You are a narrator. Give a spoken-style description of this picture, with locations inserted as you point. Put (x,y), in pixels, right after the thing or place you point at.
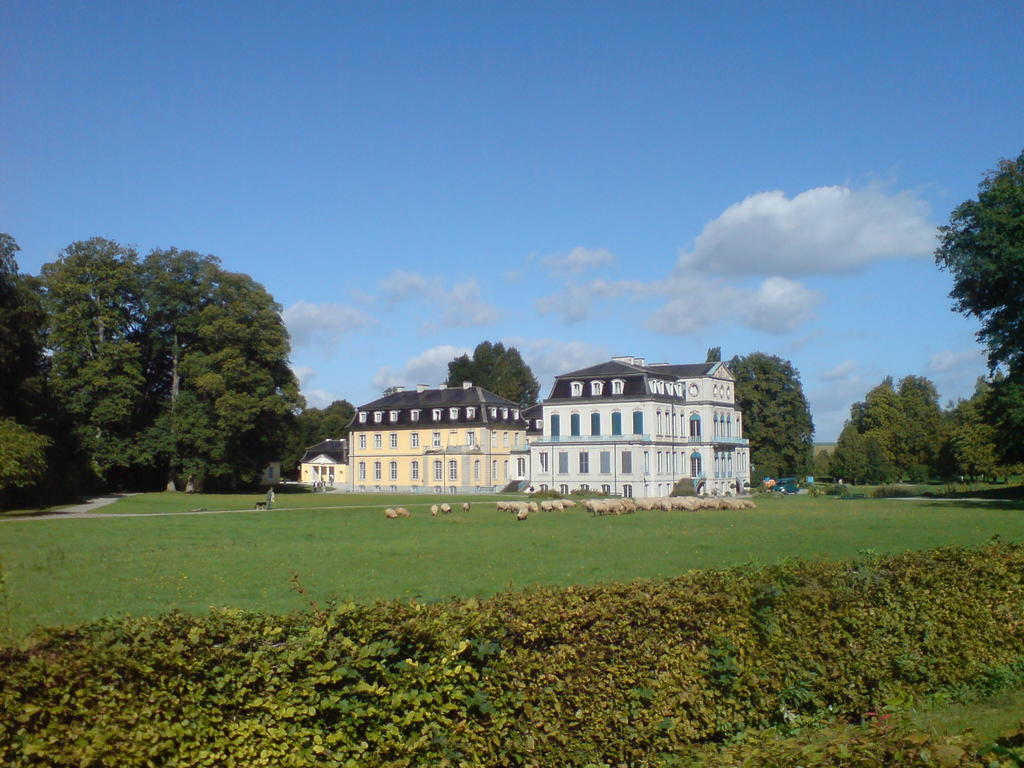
There are plants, animals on the grass (140,523), buildings (668,460) and trees (156,405) at the back (209,426).
